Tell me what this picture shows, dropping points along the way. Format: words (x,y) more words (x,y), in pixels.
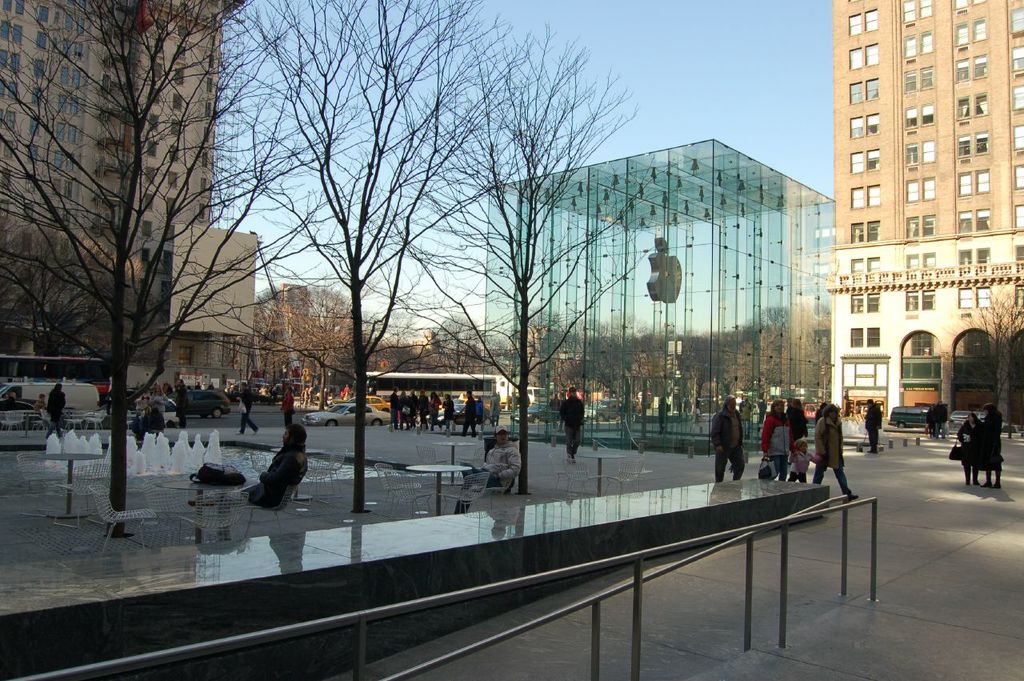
These are the trees (292,238). I can see tables (440,471) and chairs (414,482). There are groups of people (407,402) walking. I can see cars (386,416) and buses (62,376) on the road (270,407). This looks like a water fountain (199,456). I can see two people (284,471) sitting on the chairs (315,487). This is a bag (223,482) placed on the table (210,486). These are the buildings (901,185) with windows (930,113). This looks like an architectural glass building (705,326). I can see an apple logo (671,286) inside the glass building (676,317).
